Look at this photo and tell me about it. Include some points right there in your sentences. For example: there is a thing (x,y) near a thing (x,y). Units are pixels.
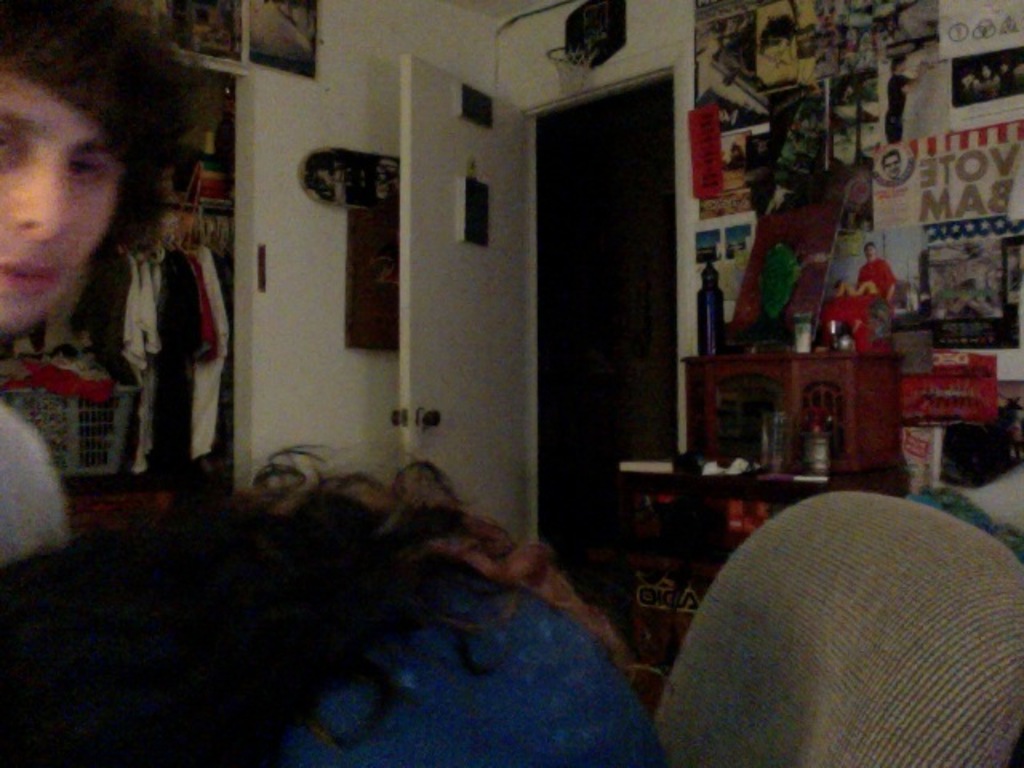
This is an inside view of a room (338,635). Here I can see a person (535,673) sitting on a chair (847,580). On the left side (54,303) there is another person (0,129) looking at the picture. In the background (669,485) there is a table (757,490) on which few wooden objects (754,381), bottles (719,326) and some other objects (744,462) are placed. At the top (917,173) there are many posters (941,157) attached to the wall (941,188). Beside there is a door (456,365). On the left side (197,314) there are few clothes (151,331) hanging. At the top of the image (232,33) there are two frames (273,24) attached to the wall (365,51).
